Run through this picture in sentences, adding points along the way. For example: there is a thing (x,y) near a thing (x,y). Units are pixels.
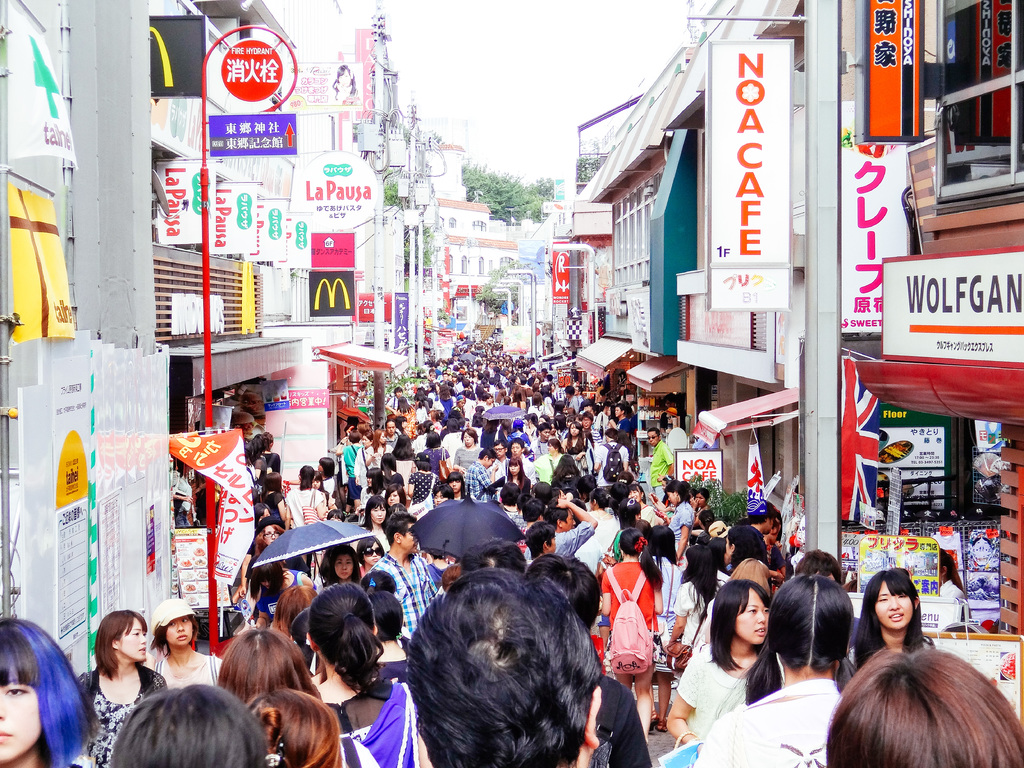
This image consists of a huge crowd (272,661). On the left (82,205) and right, there are buildings (656,250) along with the boards (325,170). At the top (465,48), there is sky (439,97). In the background (515,214), we can see a tree (519,211).
